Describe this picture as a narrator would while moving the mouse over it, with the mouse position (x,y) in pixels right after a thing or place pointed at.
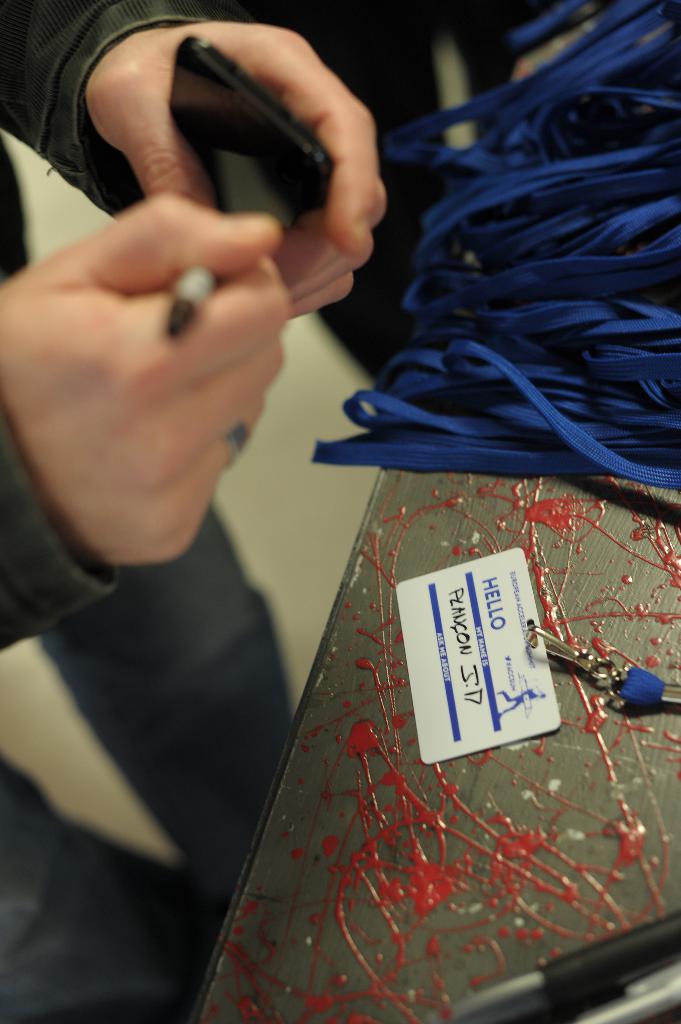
In this image we can see some man (101,419) standing and holding a mobile phone (221,142). We can also see some blue color ropes (551,261) on the painted table (443,882). There is also a card (491,725) with the text (458,639) on the table (656,503).
